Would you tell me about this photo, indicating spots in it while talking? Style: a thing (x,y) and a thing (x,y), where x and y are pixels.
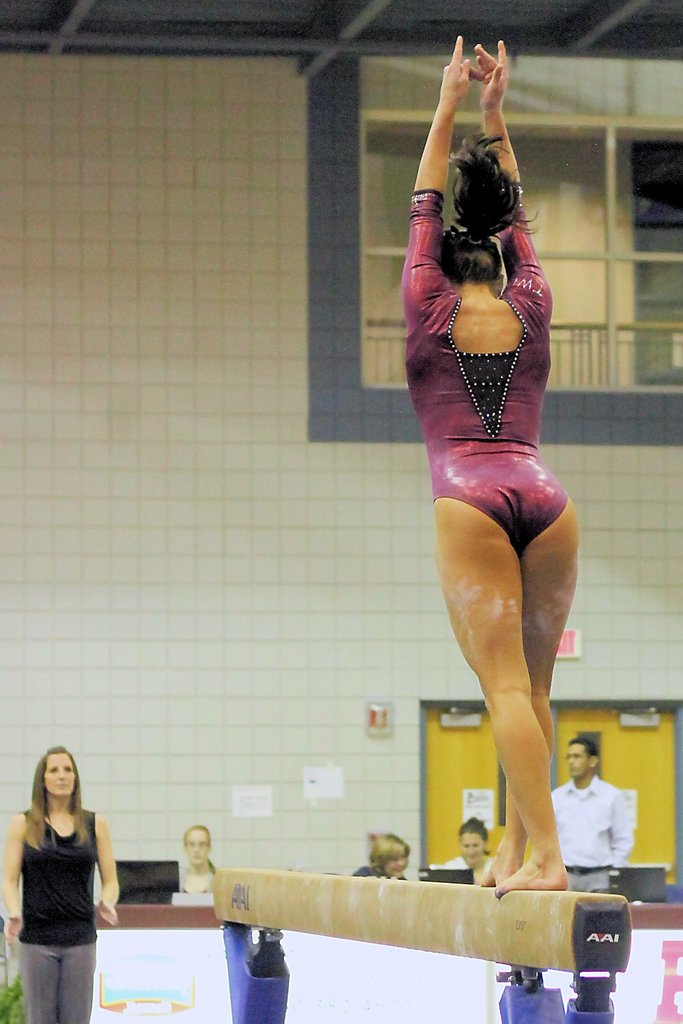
On the right side of the image (549,611) we can see lady (510,427) standing on the balance beam (520,944). In the background (193,905) there are people (104,898) and we can see laptops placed on the table (393,975) and we can see a wall (215,487). At the top (378,90) there is a window (635,309).
